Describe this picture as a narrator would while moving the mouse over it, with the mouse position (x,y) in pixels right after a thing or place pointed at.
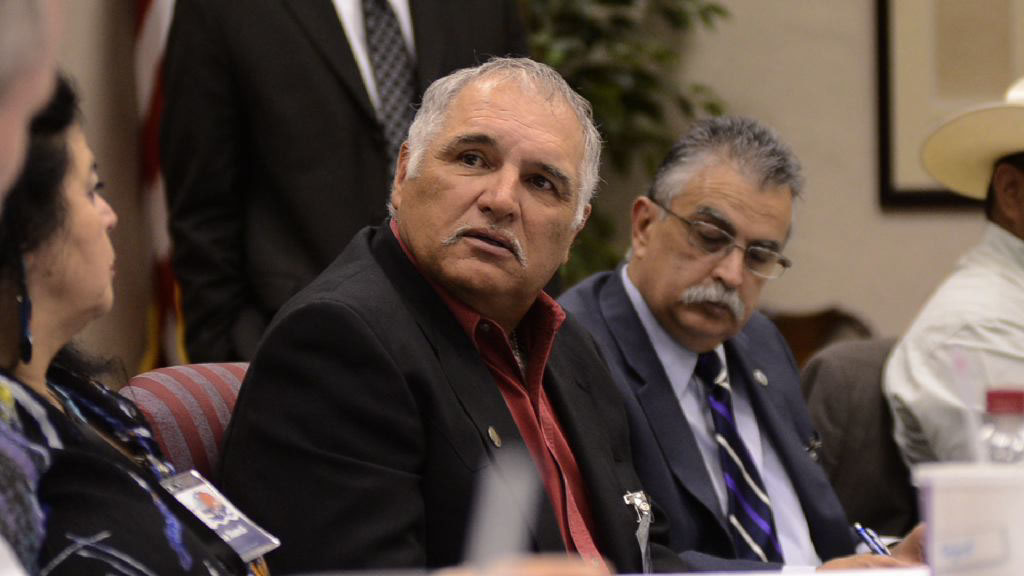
In this image we can see some group of persons (634,302) wearing suits (426,369) sitting on chairs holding pens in their hands (481,573) and in the background of the image (344,110) we can see a person (329,94) wearing black color suit (262,133) standing there is plant (646,70) and there is a wall (850,135).
